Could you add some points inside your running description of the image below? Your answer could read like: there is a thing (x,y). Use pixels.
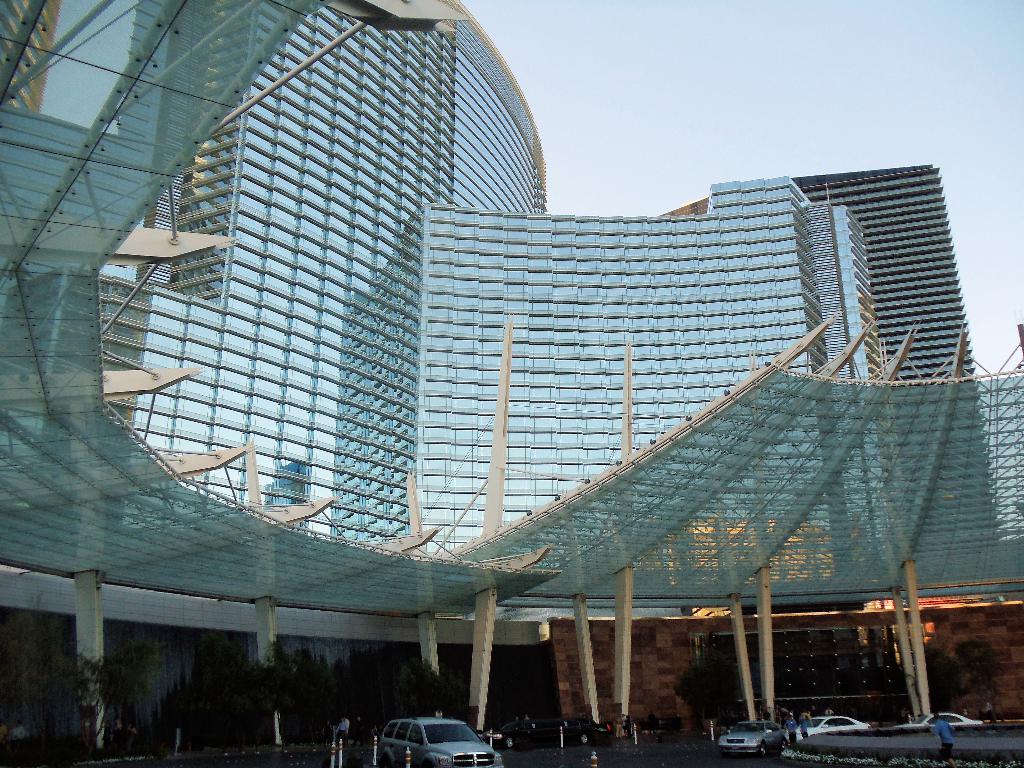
There are some vehicles (458,730) and some persons (793,732) are standing at the bottom of this image (422,745). There are some trees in the background (973,688). There is a building (436,551) in the middle of this image (436,438) and there is a sky (668,79) at the top of this image (696,88).
